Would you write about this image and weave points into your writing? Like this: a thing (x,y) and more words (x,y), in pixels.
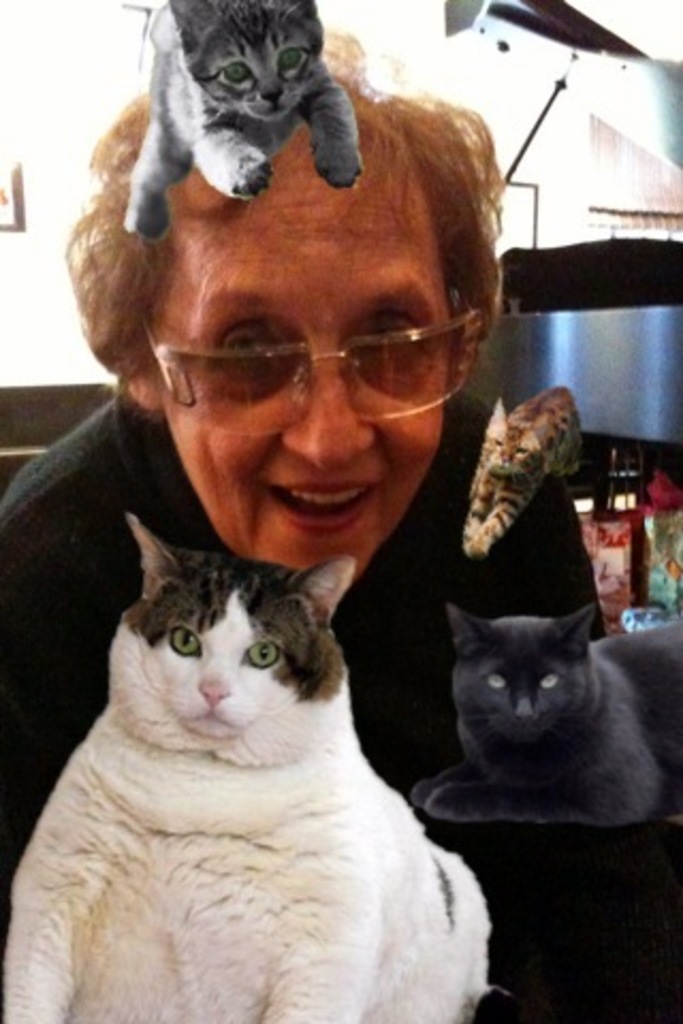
In this image we can see a person (344,450) smiling and there are cats (208,641). In the background (72,305) there is a wall (22,118) and there are some objects (606,350).
